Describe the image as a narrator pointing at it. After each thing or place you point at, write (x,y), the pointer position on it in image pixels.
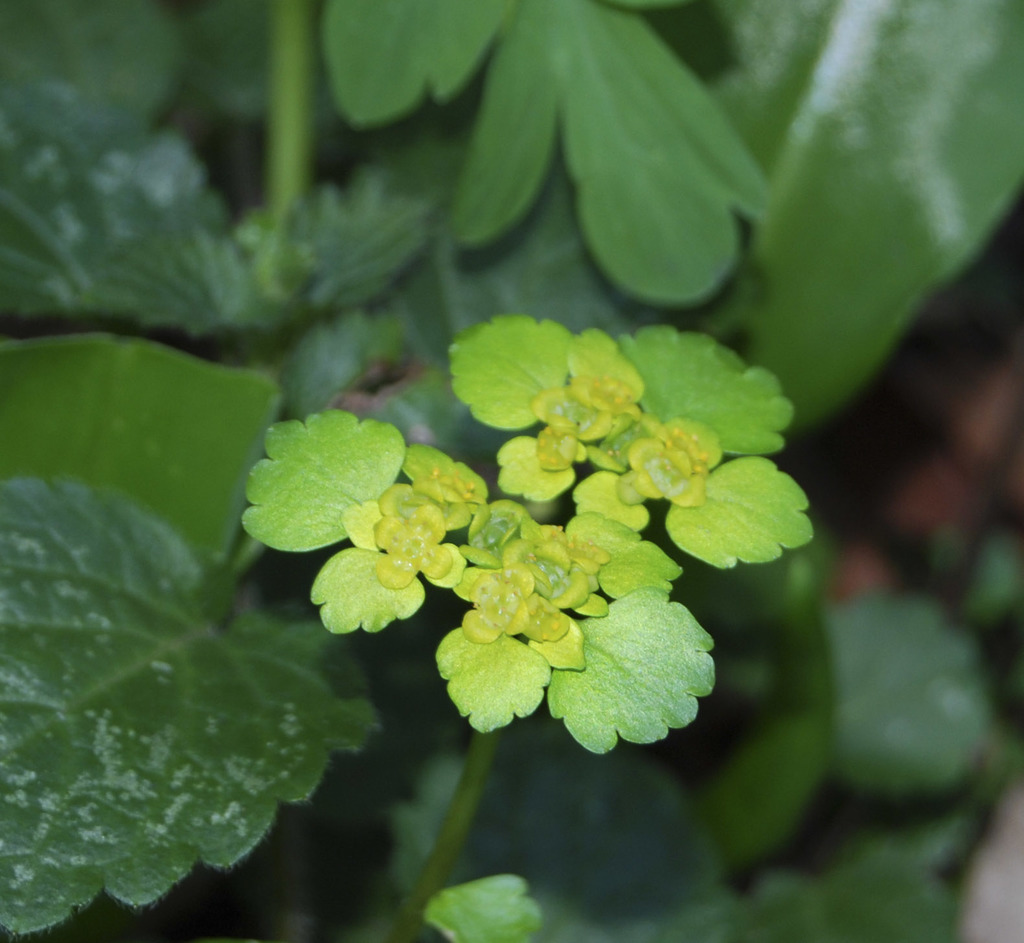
In this picture i can see the plants (728,314). In the center (673,628) can see many leaves (604,337).
